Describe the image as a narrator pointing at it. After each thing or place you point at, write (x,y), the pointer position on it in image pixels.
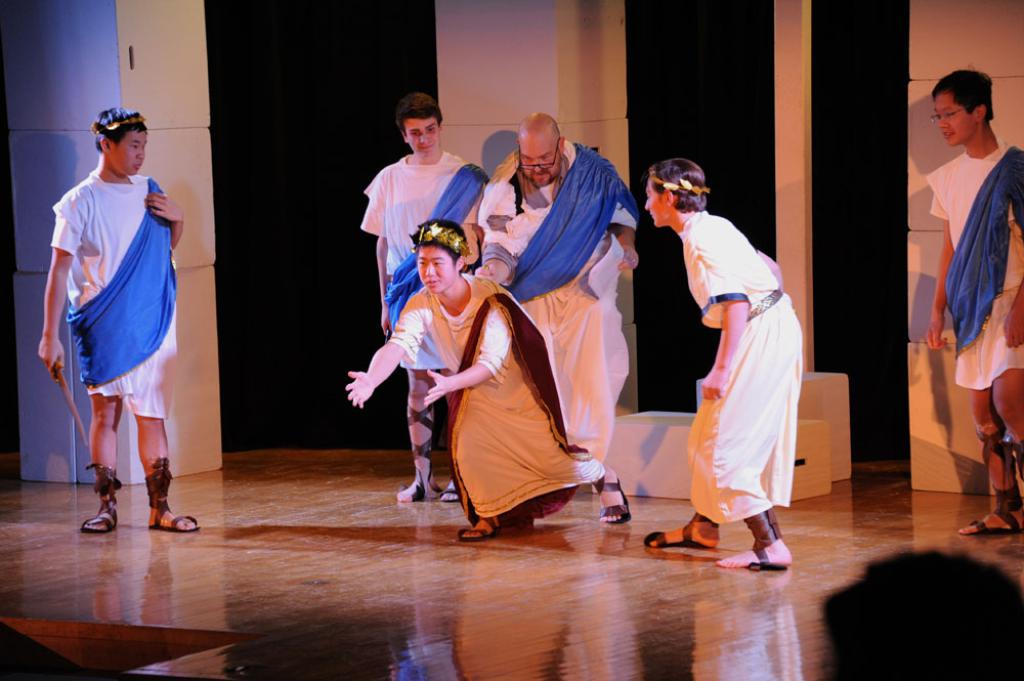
In this image I can see few people (509,375) are standing on the floor (457,594). These people (412,399) are wearing the white and blue color dresses (441,364). I can see one person (489,451) with white and brown color dress (498,413). In the back (476,48) I can see the white and black color wall (496,88).
